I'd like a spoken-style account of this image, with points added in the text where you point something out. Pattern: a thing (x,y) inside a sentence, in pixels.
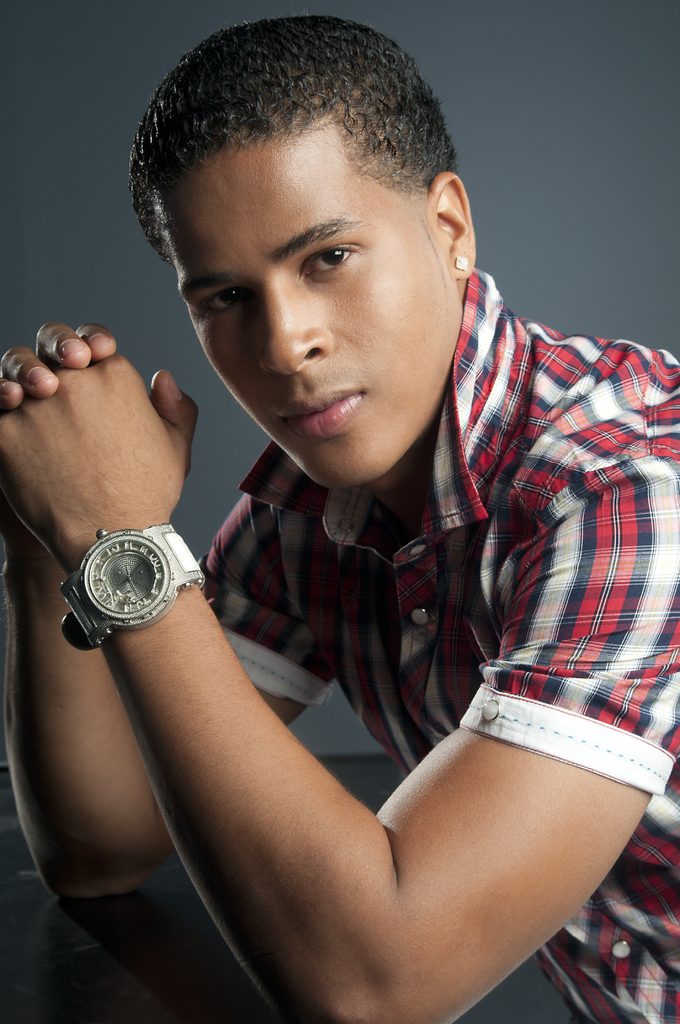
In this image we can see a person (366,472) sitting.
